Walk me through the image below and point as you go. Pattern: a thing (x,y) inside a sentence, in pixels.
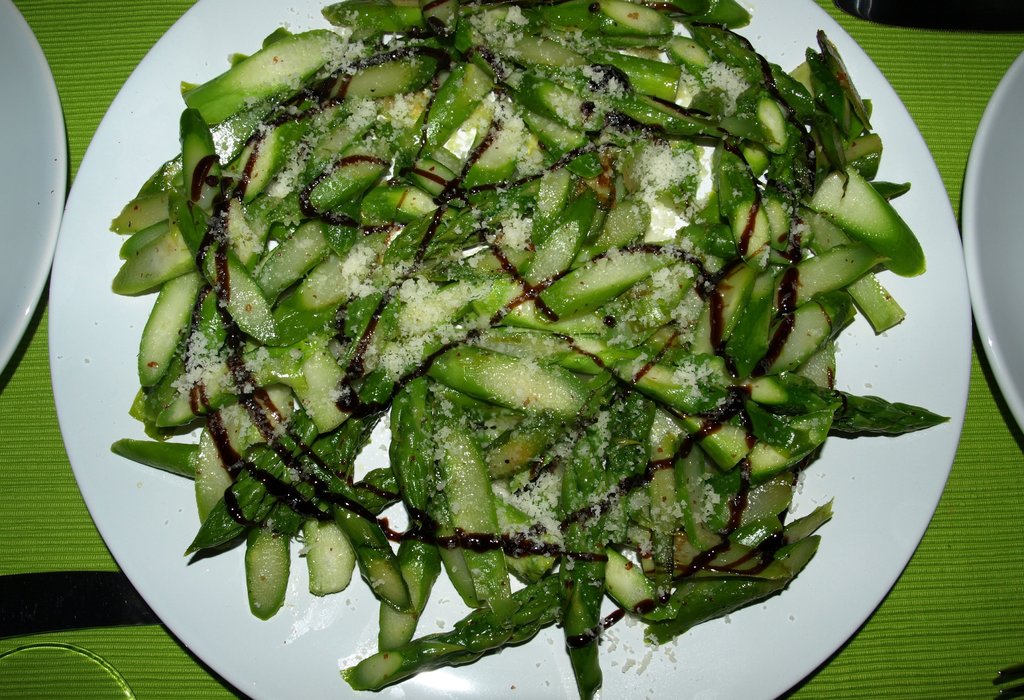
In this image we can see food (390,164) in plate (182,523) placed on the table (915,619).
